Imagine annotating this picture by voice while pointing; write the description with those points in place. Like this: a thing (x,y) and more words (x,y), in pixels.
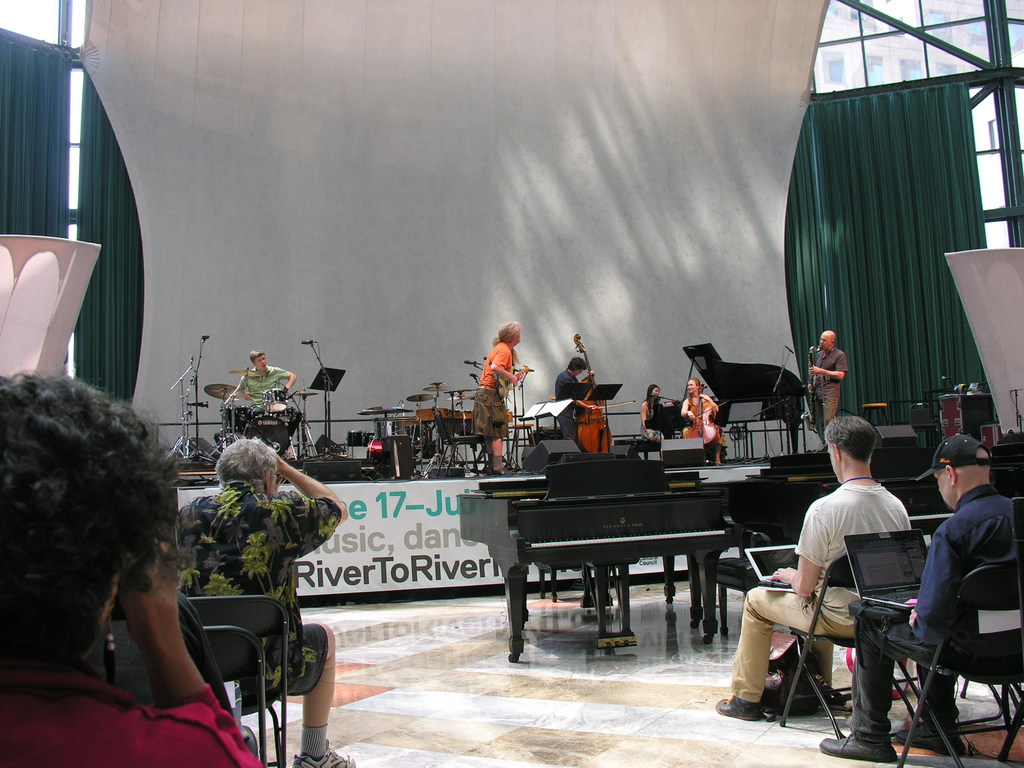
In the image we can see there are people (785,579) who are sitting on chair (990,601) and on laps (853,604) there are laptops (755,563) and on the stage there are people (827,399) who are playing musical instruments (223,420).
